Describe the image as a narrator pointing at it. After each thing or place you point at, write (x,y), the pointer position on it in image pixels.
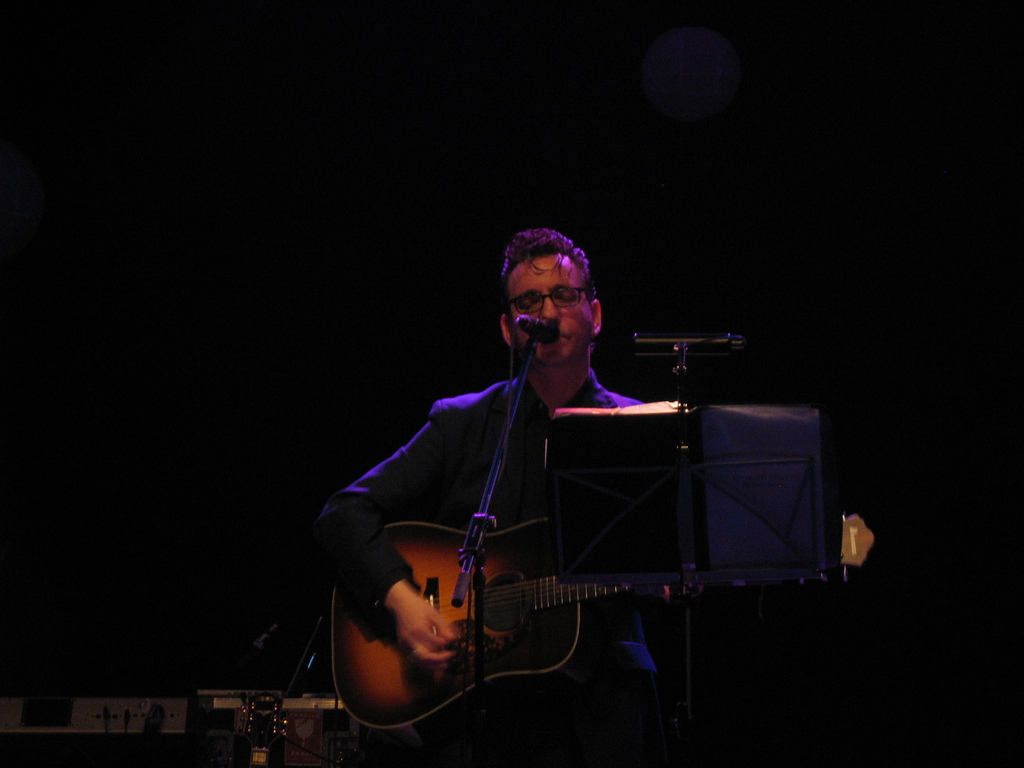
In the picture we can see a man (635,665) standing and holding a guitar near the microphone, he is wearing a blazer (623,644). In the background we can see musical instruments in the dark.
